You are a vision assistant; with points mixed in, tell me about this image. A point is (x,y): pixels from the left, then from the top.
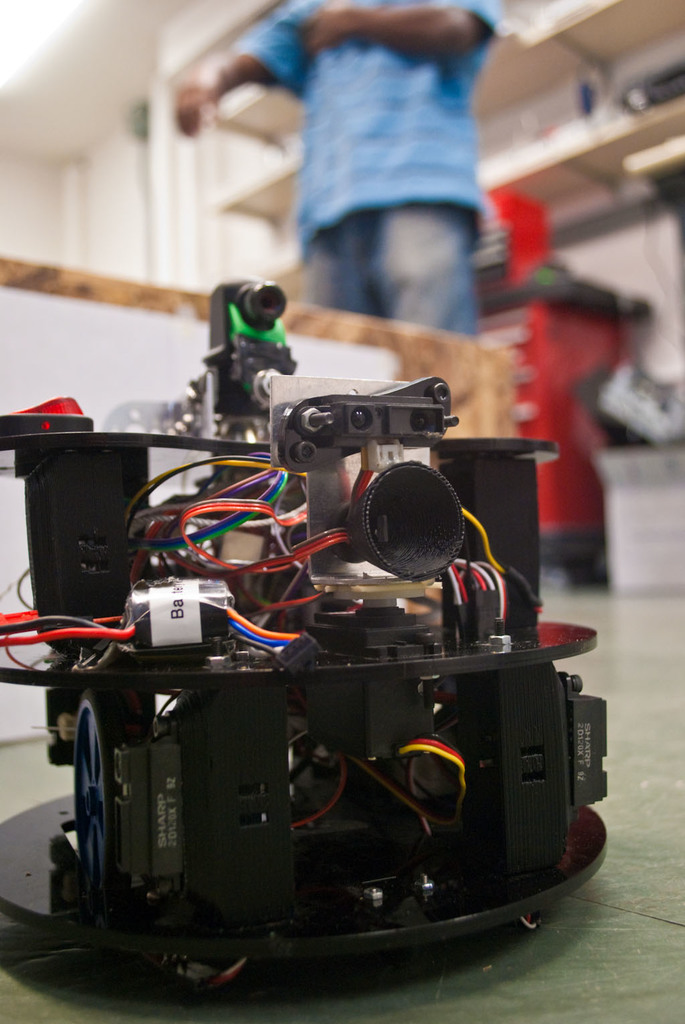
There is an electrical device (258,603) present at the bottom of this image (227,791). We can see a person (440,187) and racks (554,172) at the top of this image (551,144).
